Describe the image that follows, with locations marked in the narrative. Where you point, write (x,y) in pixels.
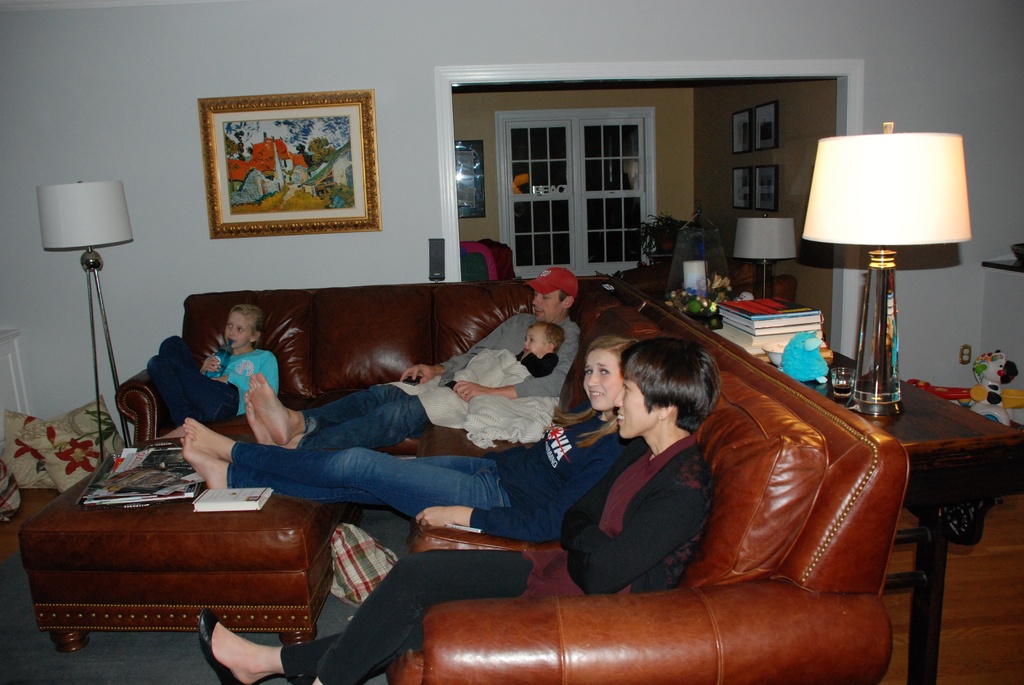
There are four persons (251,354) sitting on brown color sofa (305,350). Two of them are children (240,368). One of them wearing red color cap (552,273) holding a baby (534,357). In front of them, there is book (212,496), and other items (126,488) on the table (175,521). In the background (286,179), there is a photo frame (267,137) on the wall (372,259), window (565,215), light (894,227), books (801,319) and other items (802,358) on the table (977,426) and pillows (339,554).
